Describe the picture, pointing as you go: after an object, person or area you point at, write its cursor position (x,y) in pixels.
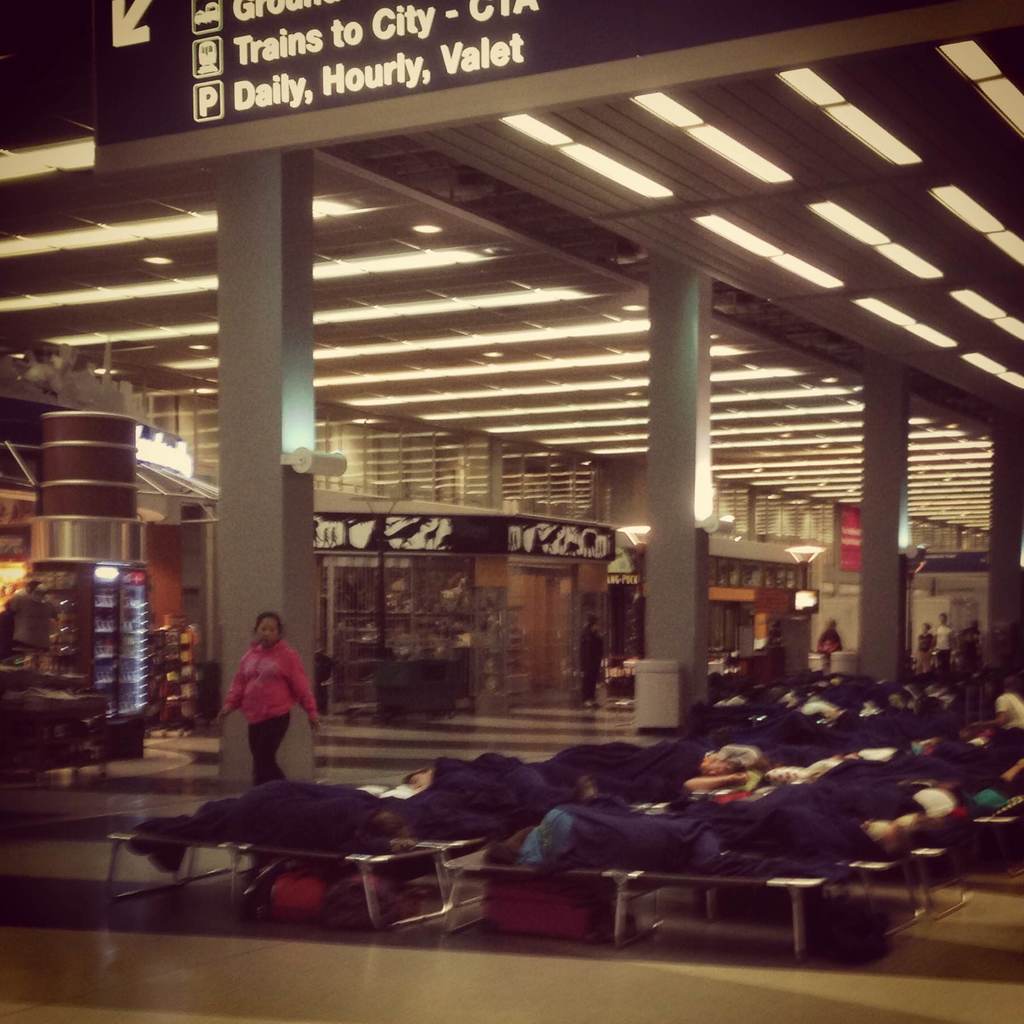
At the bottom of the image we can see a person's (948,809) sleeping on the beds (620,920). In the center of the image (679,610) we can see pillars (874,604). In the background (640,610) we can see persons (584,653), shops (402,639), lights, name boards (446,541), refrigerator (120,638) and lights (145,237). At the top of the image (554,39) we can see sign board (269,81).
